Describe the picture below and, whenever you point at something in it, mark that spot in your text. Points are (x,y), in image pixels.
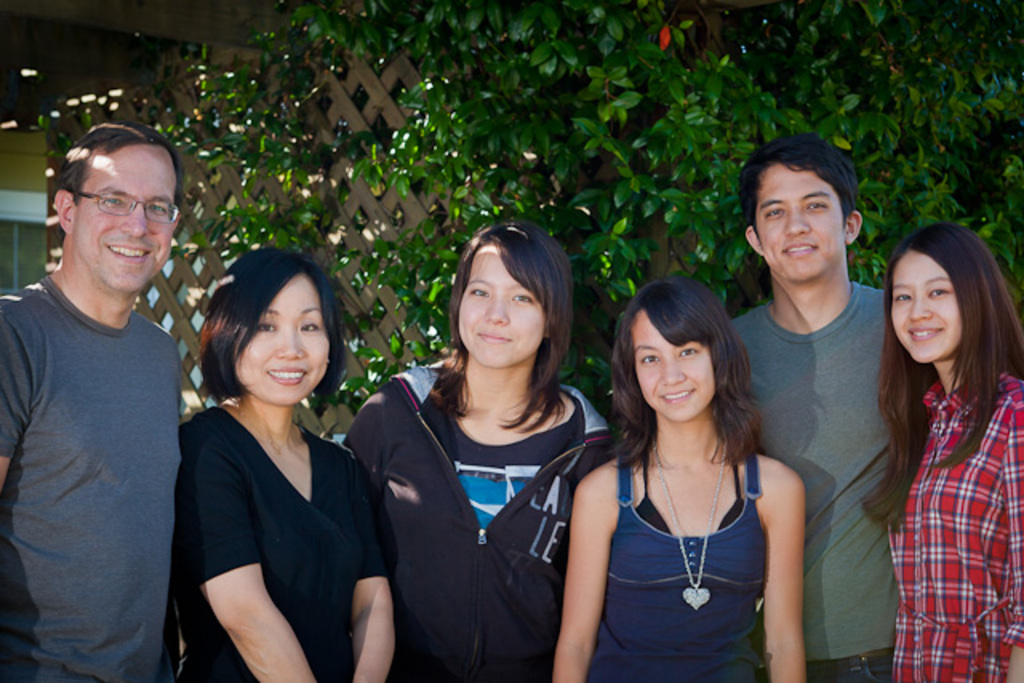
In front of the picture, we see four women (274,518) and two men (85,329) are standing. All of them are smiling and they are posing for the photo. Behind them, we see trees (537,161) and a wooden fence (333,248). In the background (28,154), we see a building (17,187).
